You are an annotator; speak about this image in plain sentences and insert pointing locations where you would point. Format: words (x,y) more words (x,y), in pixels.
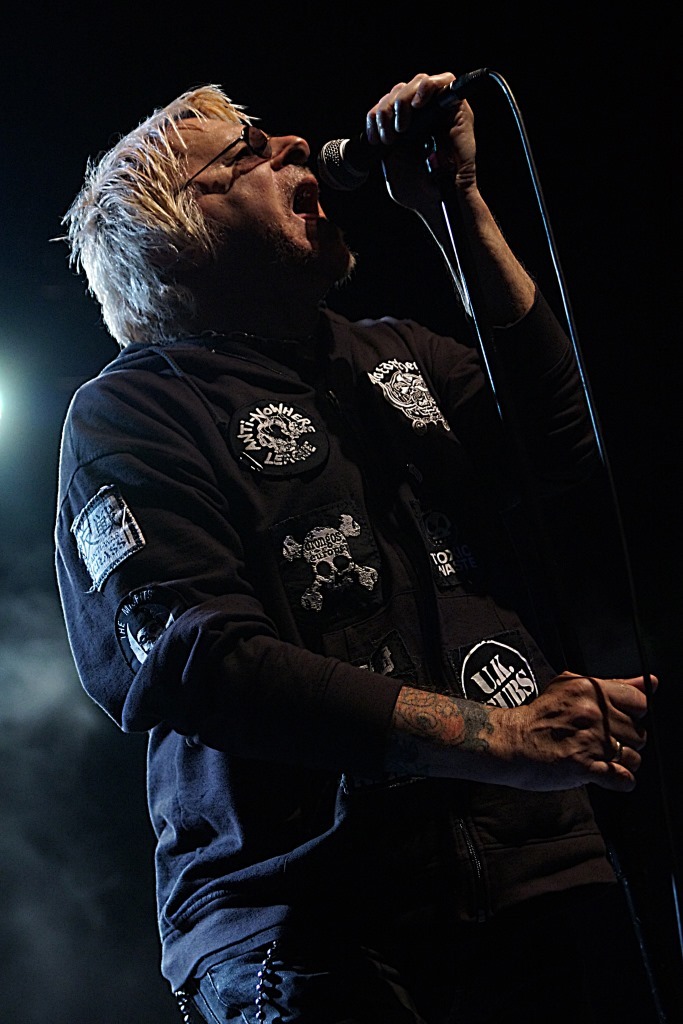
A man (212,277) wearing specs (257,152) is holding a mic (443,95) and mic stand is singing.
